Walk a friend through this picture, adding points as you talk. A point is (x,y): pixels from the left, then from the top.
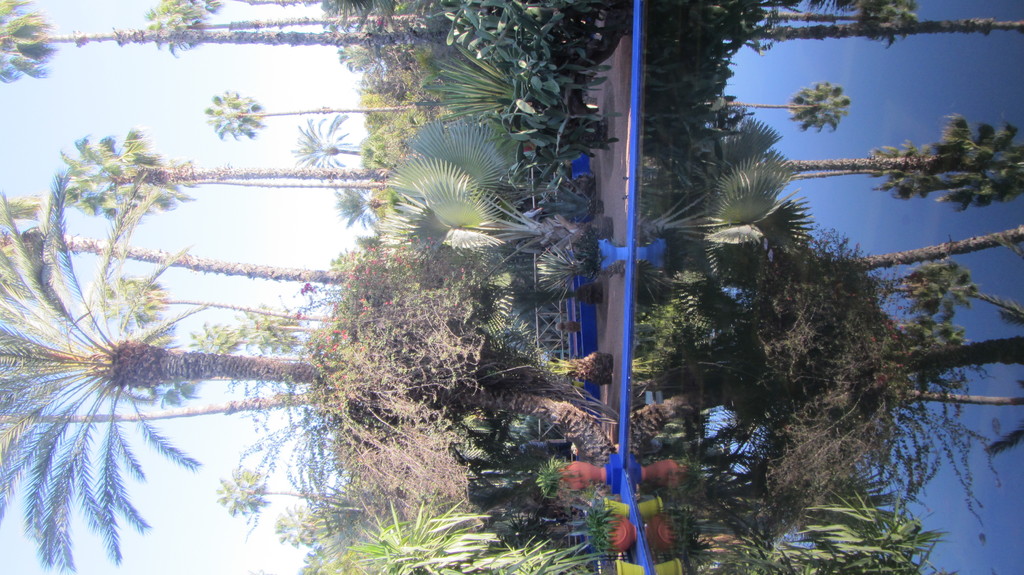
In this image there are trees (567,230), plants (567,230), railing (543,311), sky (55,121), water (739,349) and objects (610,258). I can see the reflection (761,221) of trees (760,212), plants (776,264) and sky (821,210) in the water (769,308).
